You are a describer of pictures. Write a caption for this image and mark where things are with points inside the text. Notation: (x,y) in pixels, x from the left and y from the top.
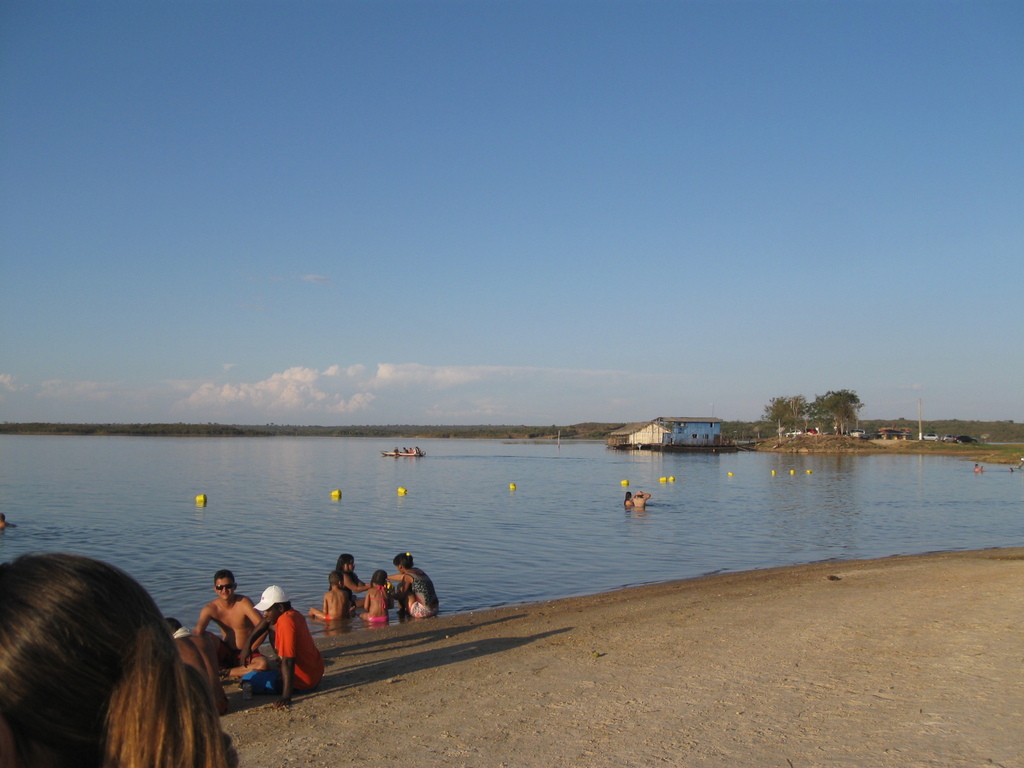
In this image we can see some group of persons (181,671) sitting at the banks (251,706) of river (460,555) and some persons (345,574) are playing in the water (719,531) and in the background of the image (600,454) there is water (813,460), boat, house (685,448) and there are some trees (754,431) and top of the image (365,230) there is clear sky (257,266).
